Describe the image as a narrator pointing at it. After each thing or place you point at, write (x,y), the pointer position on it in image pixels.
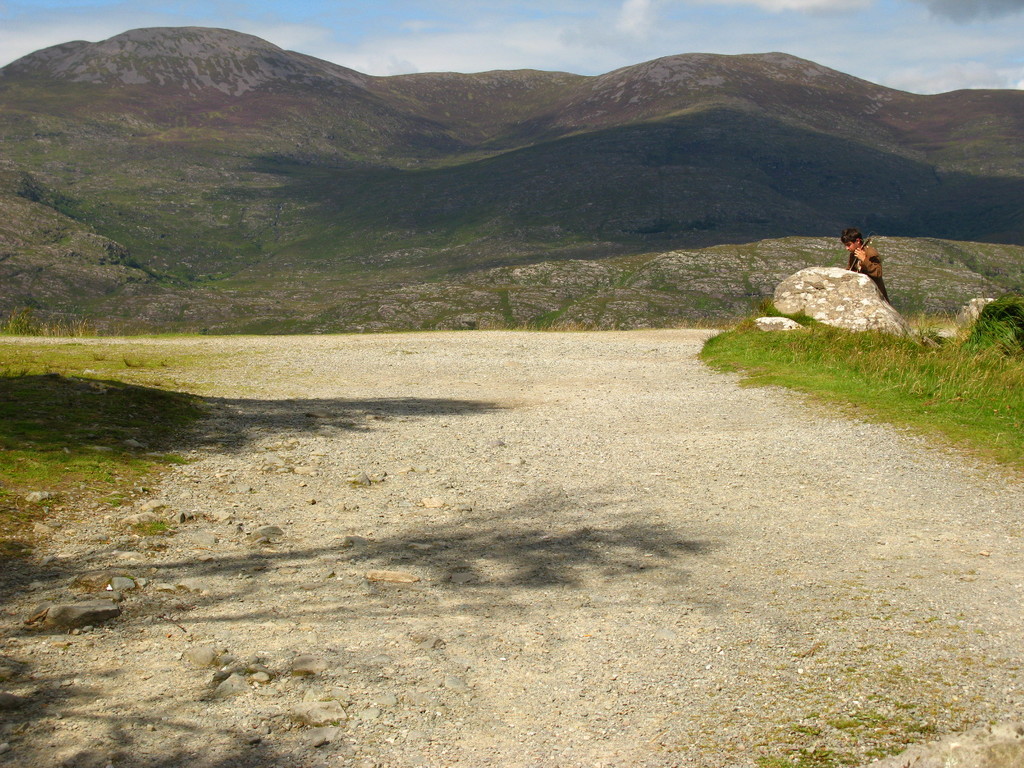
In the background of the image (466,131) mountains (416,161) are there. On the left side of the image (103,393) grass (74,366) is present. On the right side of the image (875,275) a person (862,268) and a rock (844,313) is there. At the bottom of the image (506,578) road (535,366) is present. At the top of the image (550,53) clouds (563,42) are present in the sky (578,36).
